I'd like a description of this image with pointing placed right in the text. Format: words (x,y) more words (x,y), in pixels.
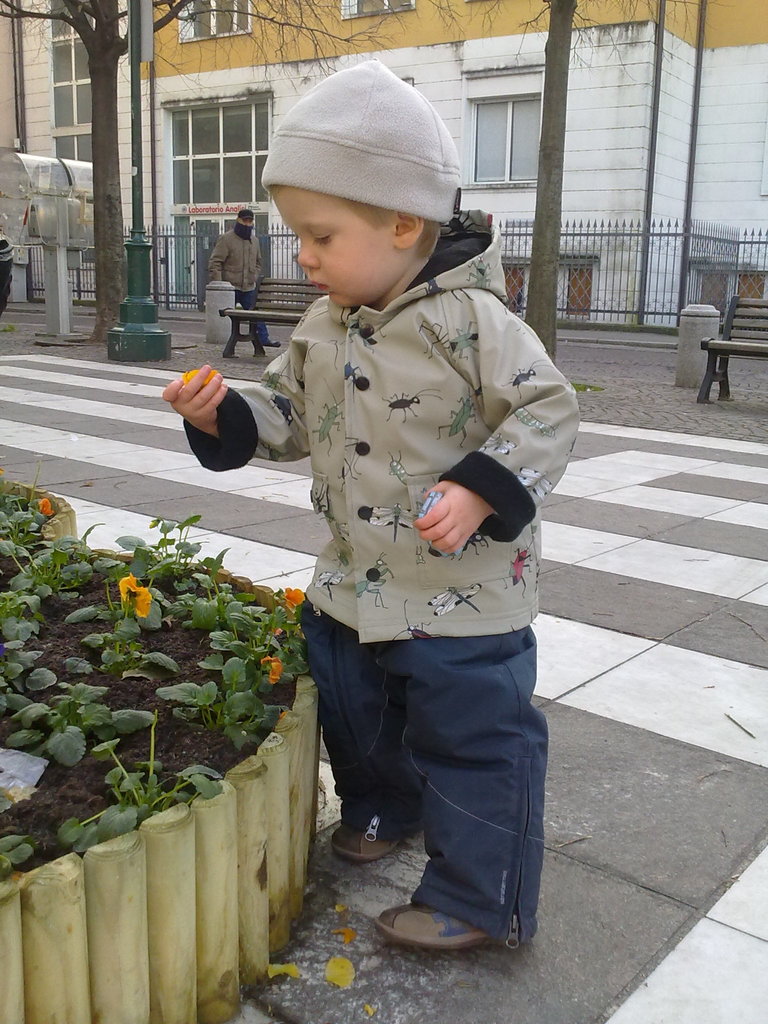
This picture shows kid (396,495) holding the flower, near a small plants (127,639). He is wearing a hoodie (413,463). In the Background (266,332), there is a bench (277,316) and a man (231,264) walking here. We can observe a tree (112,118) and buildings (274,41) here.
